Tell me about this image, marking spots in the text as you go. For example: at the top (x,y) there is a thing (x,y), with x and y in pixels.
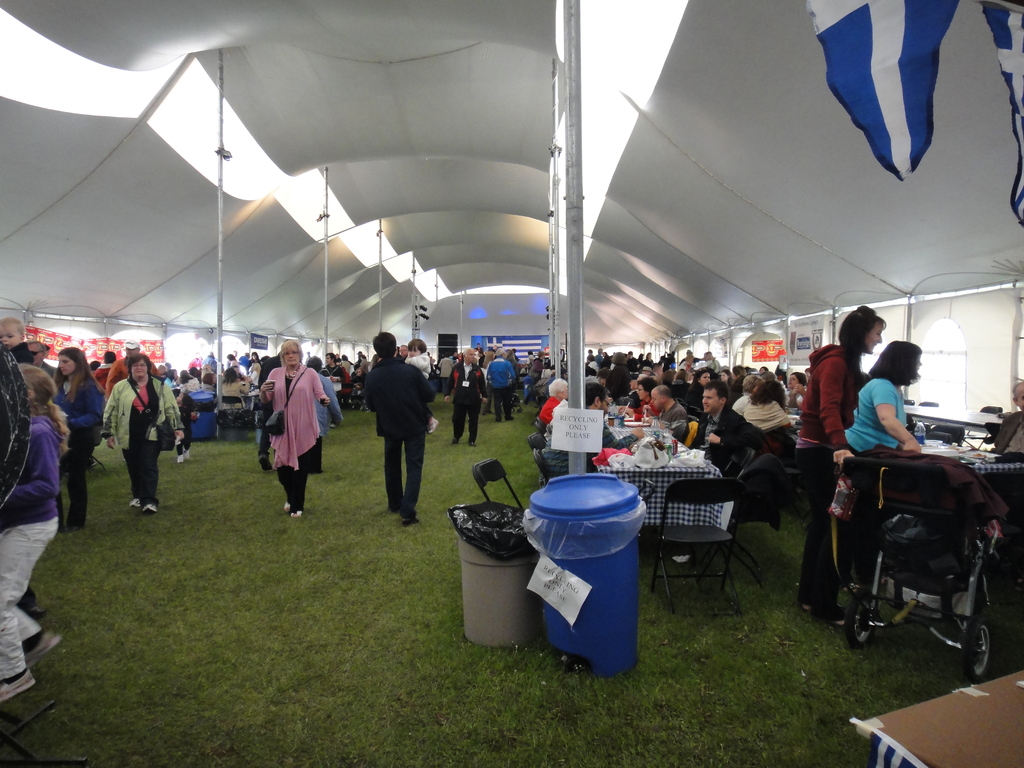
There are few people (656,387) sitting on the chairs (663,545) at the tables (257,395) and few are walking and standing on the ground (267,525) under a tent (11,126). In the background (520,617) we can see poles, dustbins (499,635), a stroller (914,601) on the ground (380,759) and on the right side (959,735) at the bottom corner (959,752) there is an object (946,739).
